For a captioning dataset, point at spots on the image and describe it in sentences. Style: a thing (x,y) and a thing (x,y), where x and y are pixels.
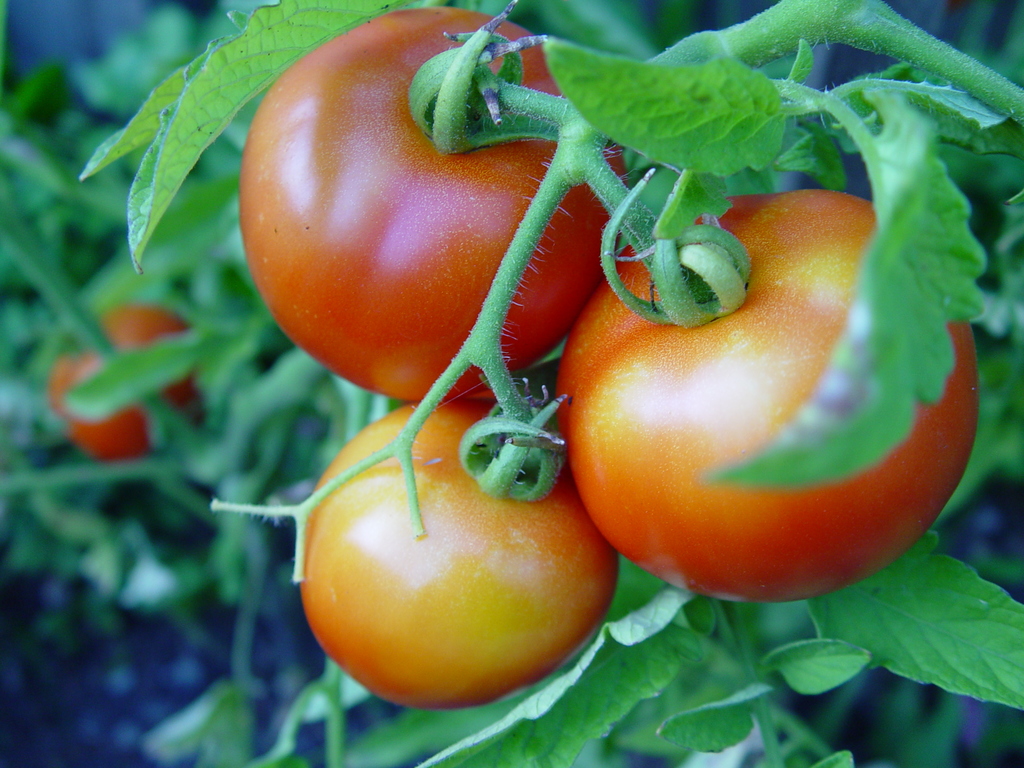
In this image there are tomatoes (708,338) with leaves (208,258).
